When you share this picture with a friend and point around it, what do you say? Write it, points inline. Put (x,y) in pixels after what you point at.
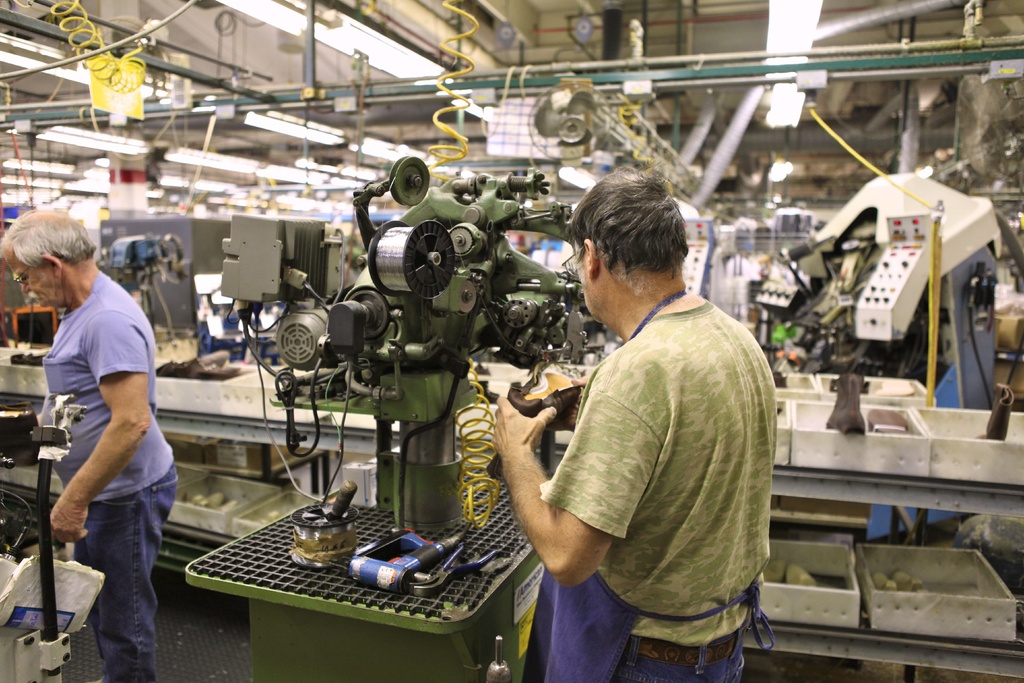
Here two men (161,507) are standing, these are machines (974,239), this is a fan (567,133).
